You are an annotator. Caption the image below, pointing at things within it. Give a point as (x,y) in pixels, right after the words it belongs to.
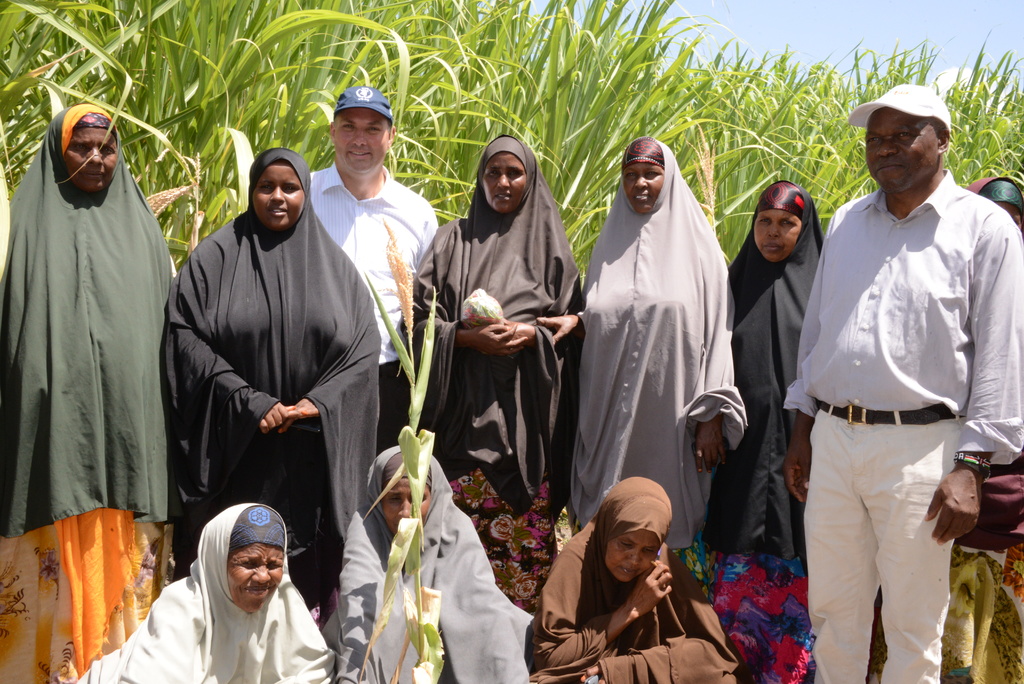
In this image I can see group of people (451,491) some are sitting and some are standing. Background (655,94) I can see grass (432,74) in green color and sky (819,22) in white color.
